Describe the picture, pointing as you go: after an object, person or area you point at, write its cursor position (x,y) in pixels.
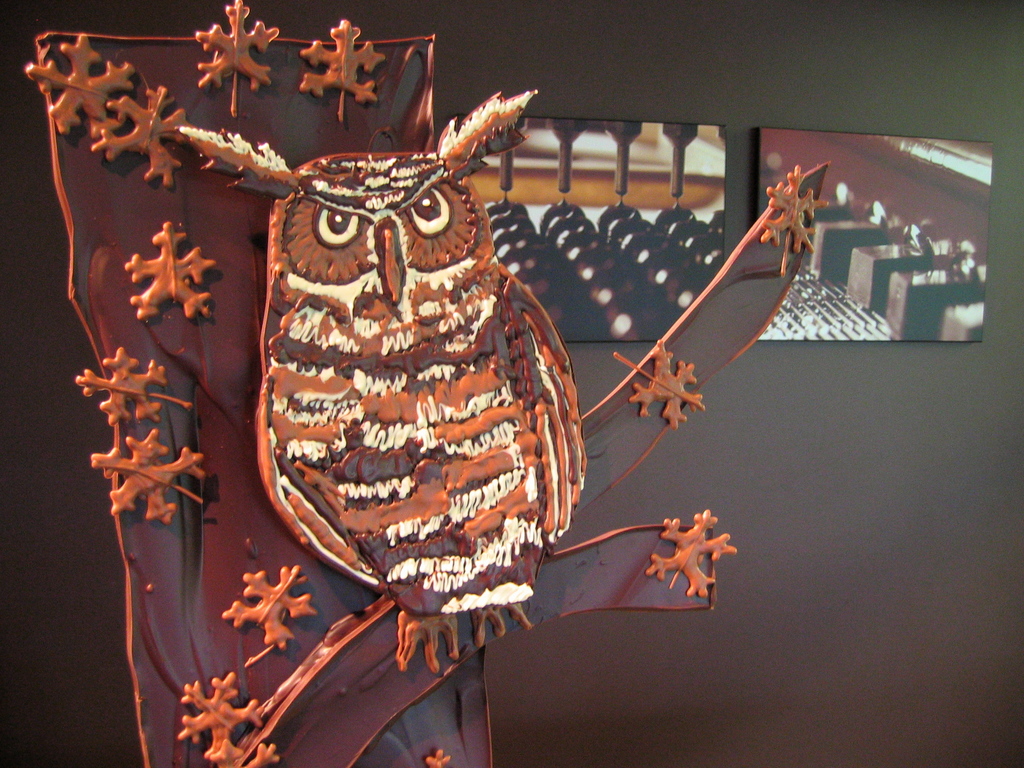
In the image there is a depiction of an owl (336,432) sitting on a tree (394,637) and in the background (836,634) there is a wall (857,605), in front of the wall (839,615) there are two photo frames (760,206).
